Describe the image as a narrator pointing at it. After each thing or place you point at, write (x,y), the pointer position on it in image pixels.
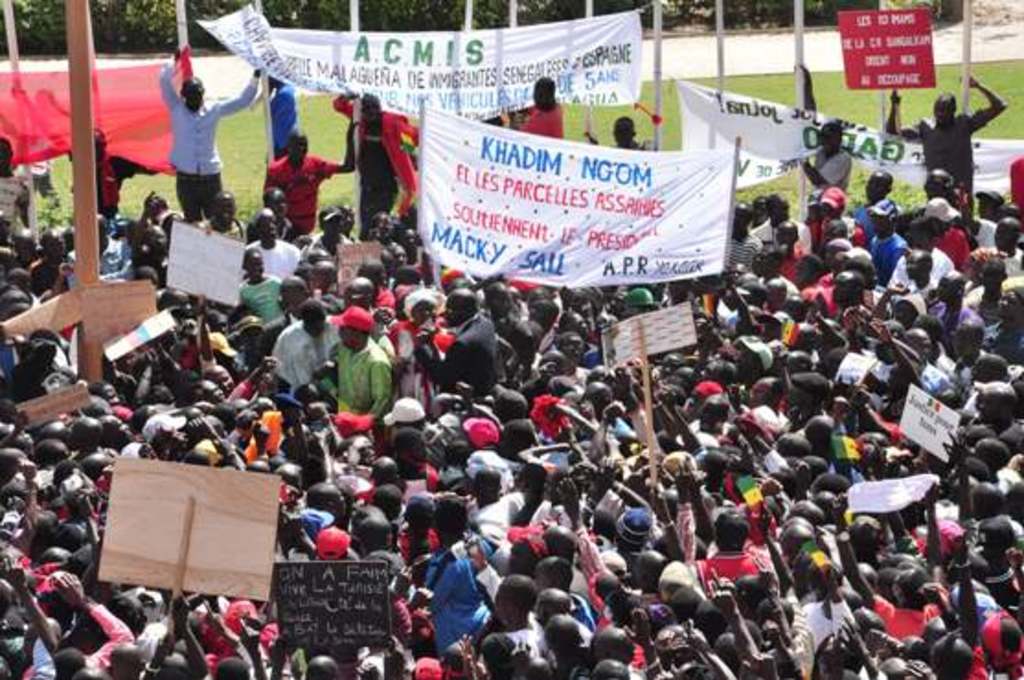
In this image we can see many people (485,364), some of them are holding placards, and banners (533,277) with text (562,187) on them, also we can see poles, plants (676,15), and the grass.
